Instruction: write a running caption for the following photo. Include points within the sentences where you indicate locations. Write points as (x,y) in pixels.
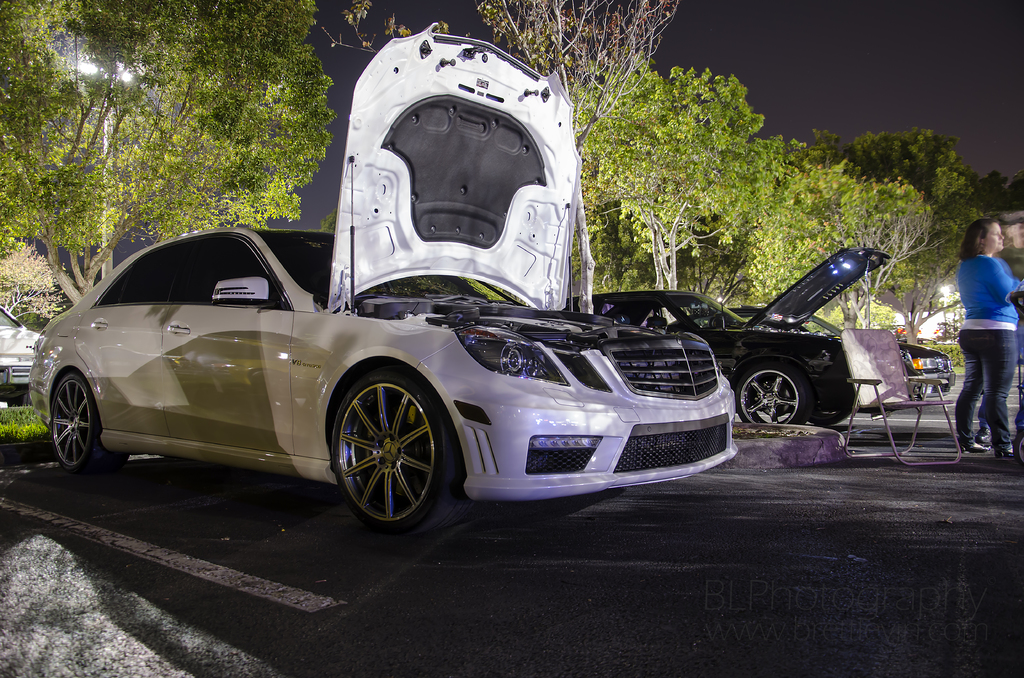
In this image, in the middle (639,439), we can see a car (416,476) which is placed on the road (633,656). On the right side (991,311), we can see a woman (991,411). In the background (21,356), we can also see some cars (768,353), trees (750,167). At the top (789,73), we can see a sky (960,60).
